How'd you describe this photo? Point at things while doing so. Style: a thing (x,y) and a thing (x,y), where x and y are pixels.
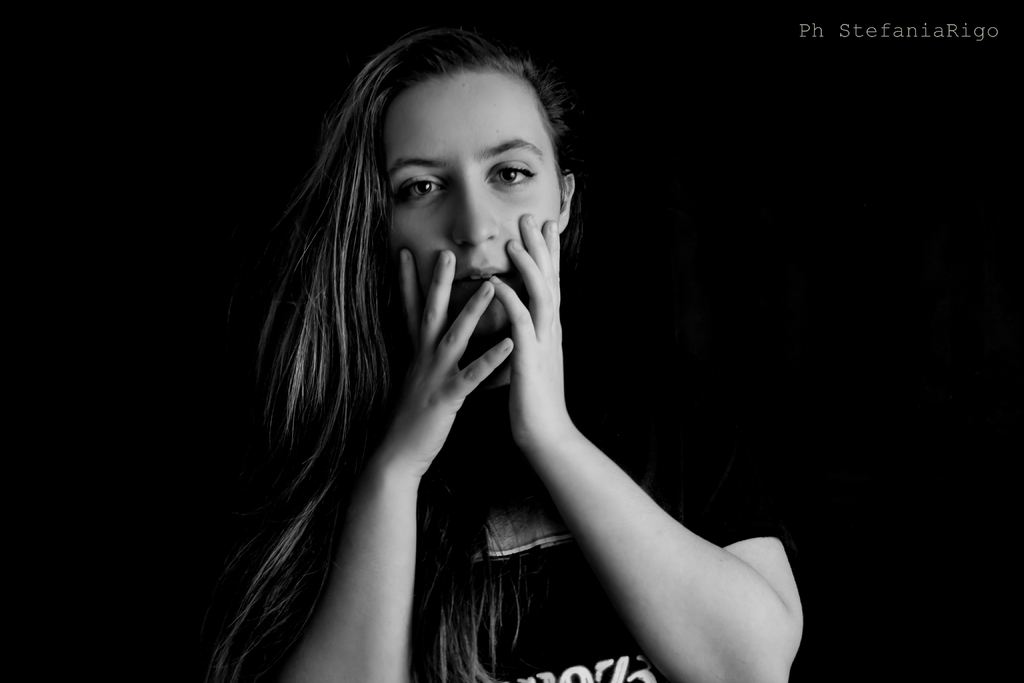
In this image I can see a woman (449,375) and here I can see something is written on her dress (562,638). I can also see watermark (809,24) over here and I can see this image is black and white in colour.
